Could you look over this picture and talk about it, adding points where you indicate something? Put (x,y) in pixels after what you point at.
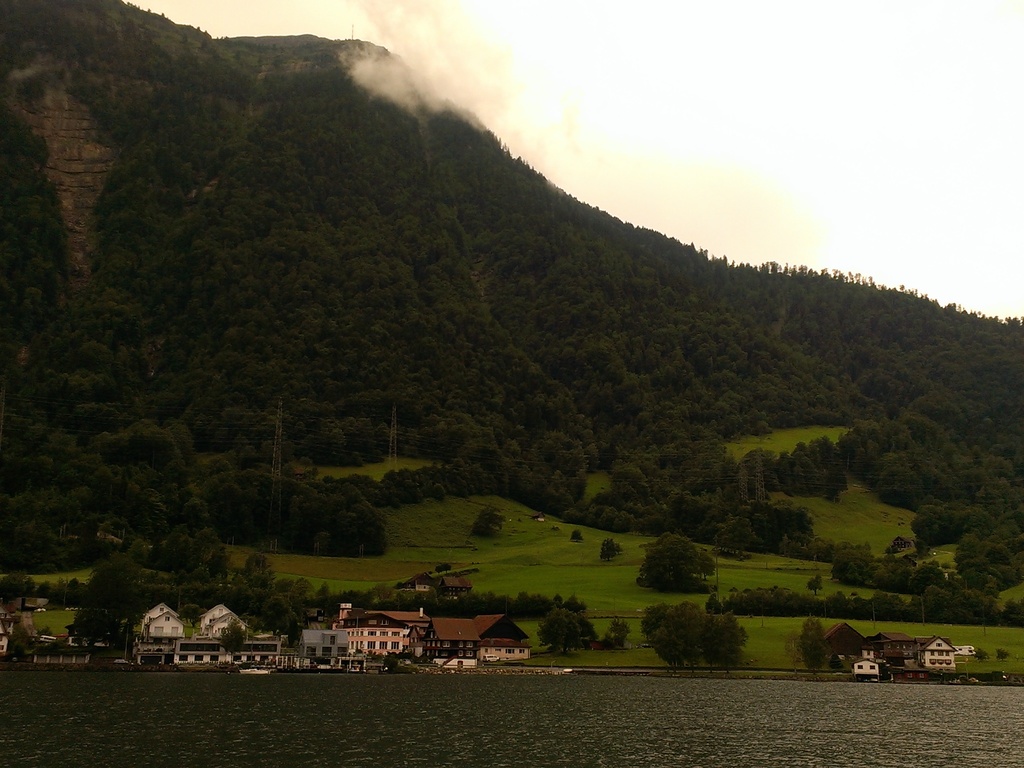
In this image we can see a group of buildings (896,669), trees (668,653), poles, mountain (380,326), water (311,678) and in the background (792,185) we can see the sky (699,104).
